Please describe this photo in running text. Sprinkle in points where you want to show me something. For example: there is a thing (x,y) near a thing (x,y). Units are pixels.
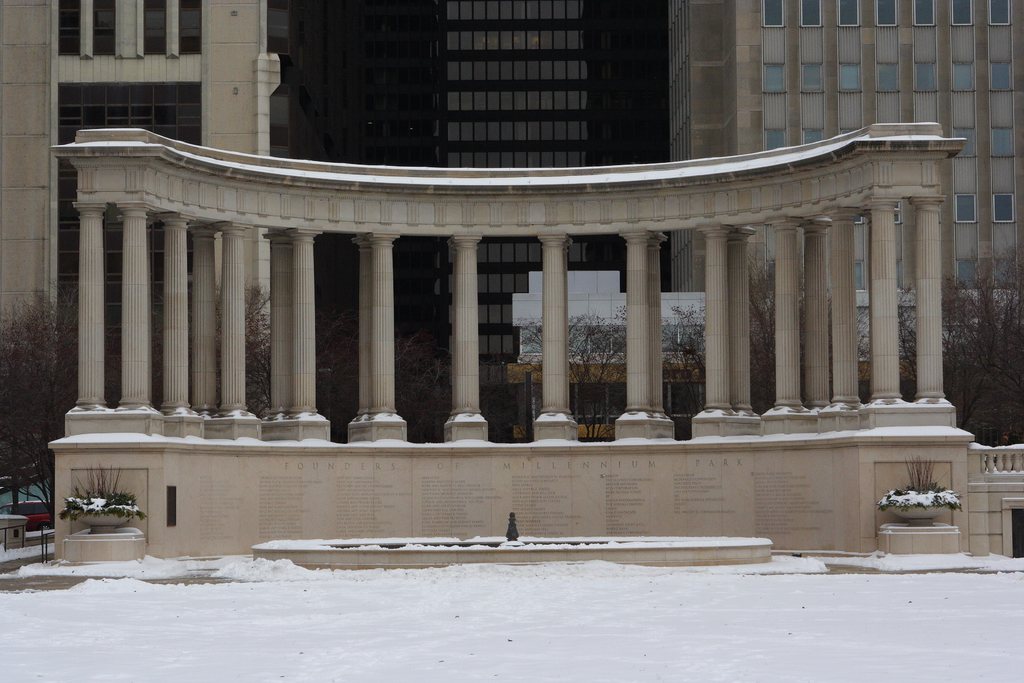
In the image we can see there are buildings (543,74) and these are the windows (928,84) of the buildings (913,96). There are even many trees (41,367) around. Everywhere there is a snow (645,653), white in color. These are the pillars (647,344) and plant pot (886,500). We can even see a vehicle (18,512), red in color.
